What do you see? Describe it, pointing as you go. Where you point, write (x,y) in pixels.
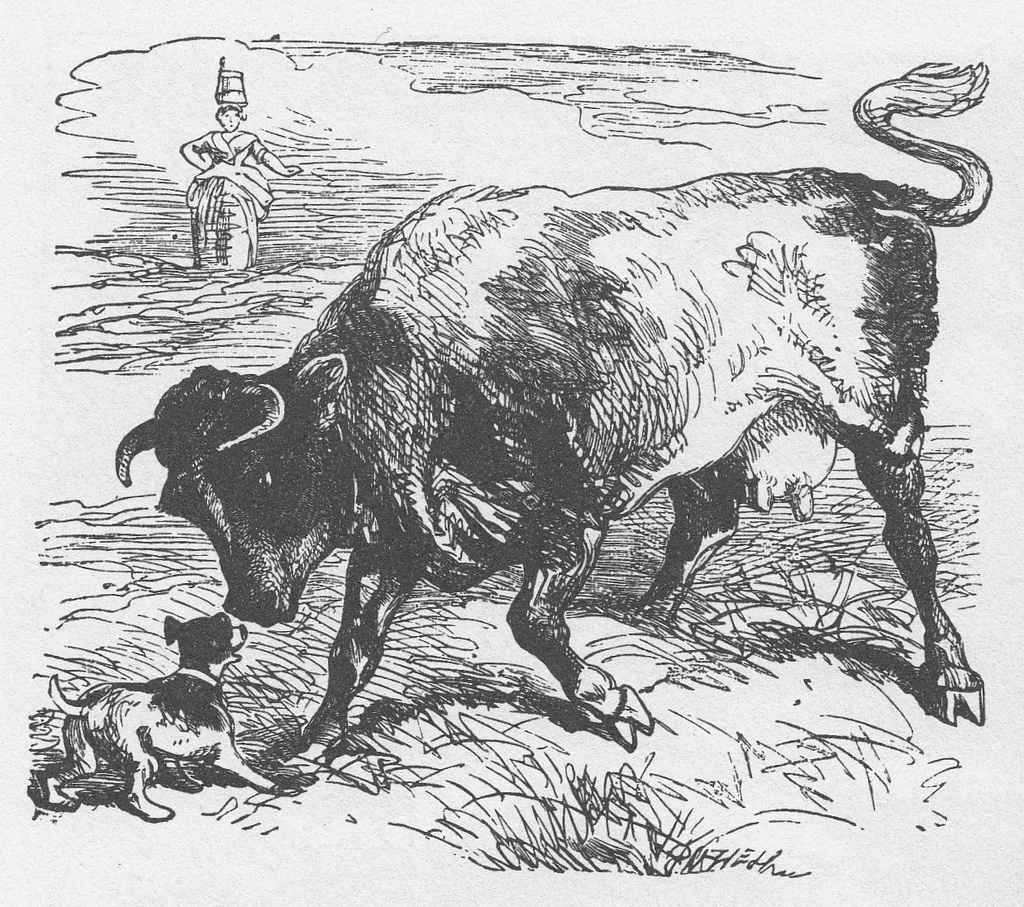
In the image there is an art of a cow (593,347) standing in front of a dog (210,730) on the grassland (511,645), on the left side (206,189) there is a woman (198,200) standing.
